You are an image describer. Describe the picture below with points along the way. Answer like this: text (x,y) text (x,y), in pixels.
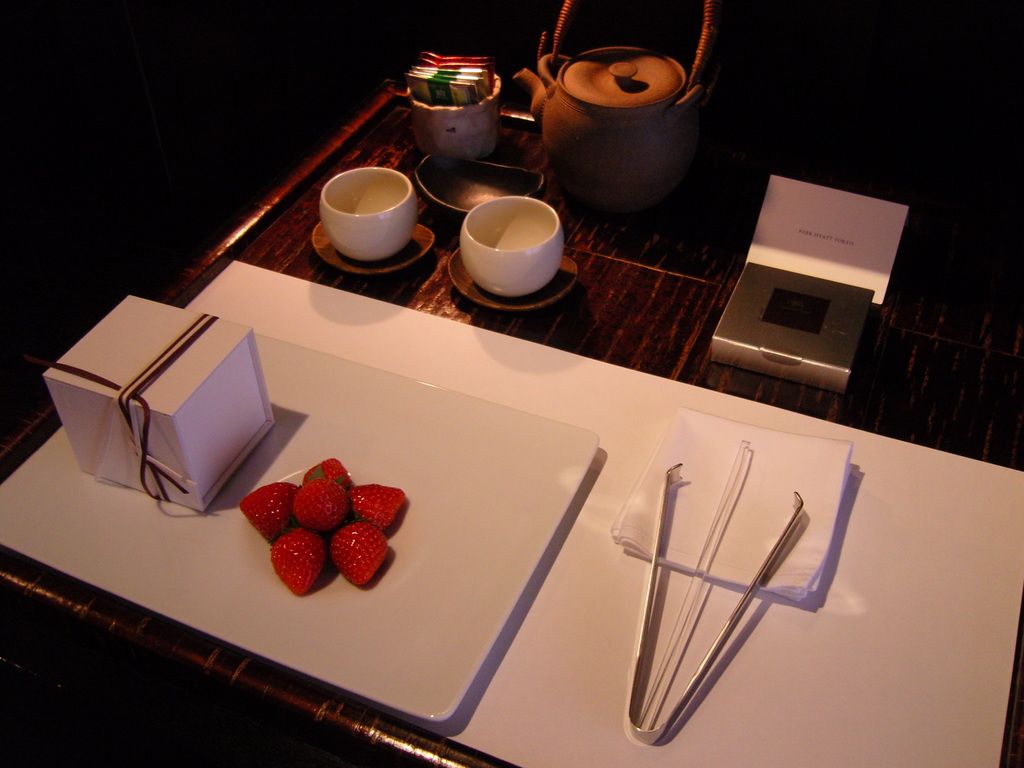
In the image we can see there is a table (307,205) on which there is a kettle (651,116), cups (509,257) and box (224,452) and a tray (468,531) strawberries (355,521).
